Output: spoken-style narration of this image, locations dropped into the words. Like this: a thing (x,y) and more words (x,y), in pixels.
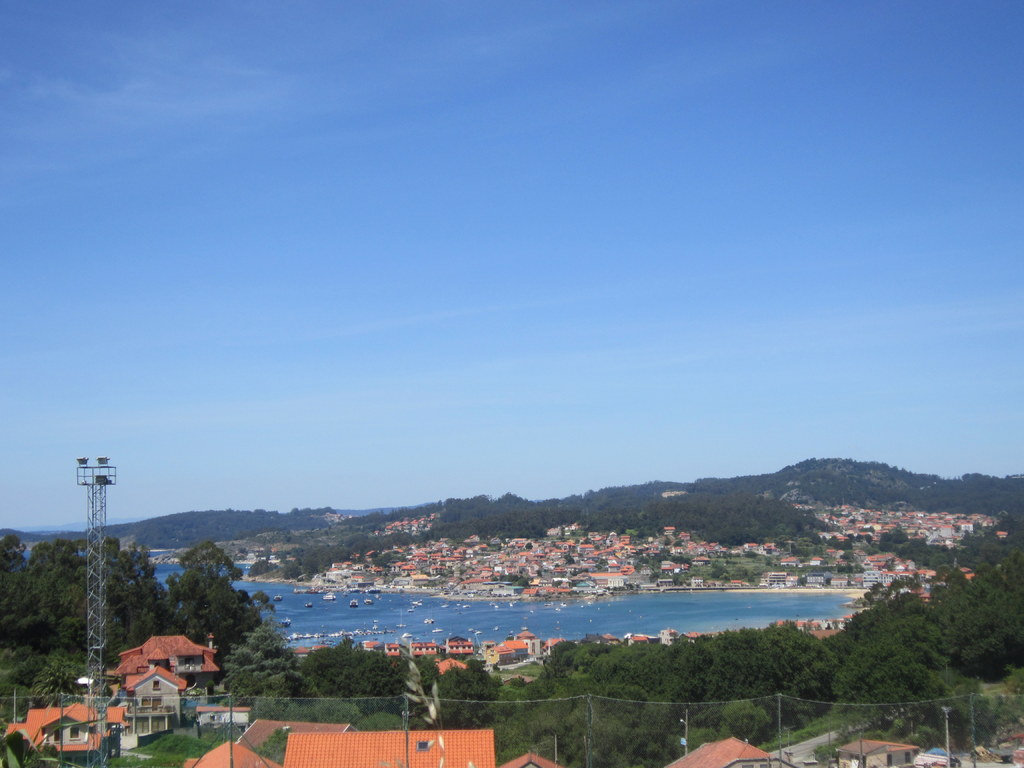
In the image we can see there are many buildings (468,561) and trees (711,657) around. There is a river (440,614), pole (89,507), net (149,715) and pale blue sky (284,360).
